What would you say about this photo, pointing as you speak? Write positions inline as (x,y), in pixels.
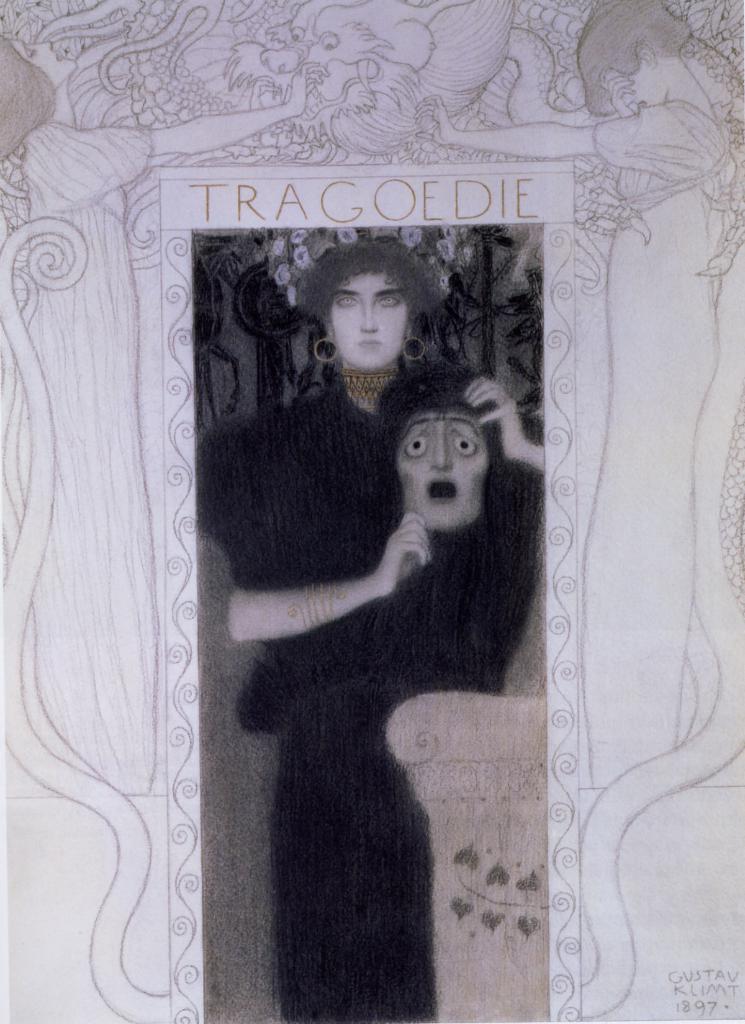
In this picture we can see a photo frame (578,194), there is a picture (428,514) of a person (297,470) holding a mask (461,481) in the frame (673,502), we can see some text (702,1005) at the right bottom (713,1006).
